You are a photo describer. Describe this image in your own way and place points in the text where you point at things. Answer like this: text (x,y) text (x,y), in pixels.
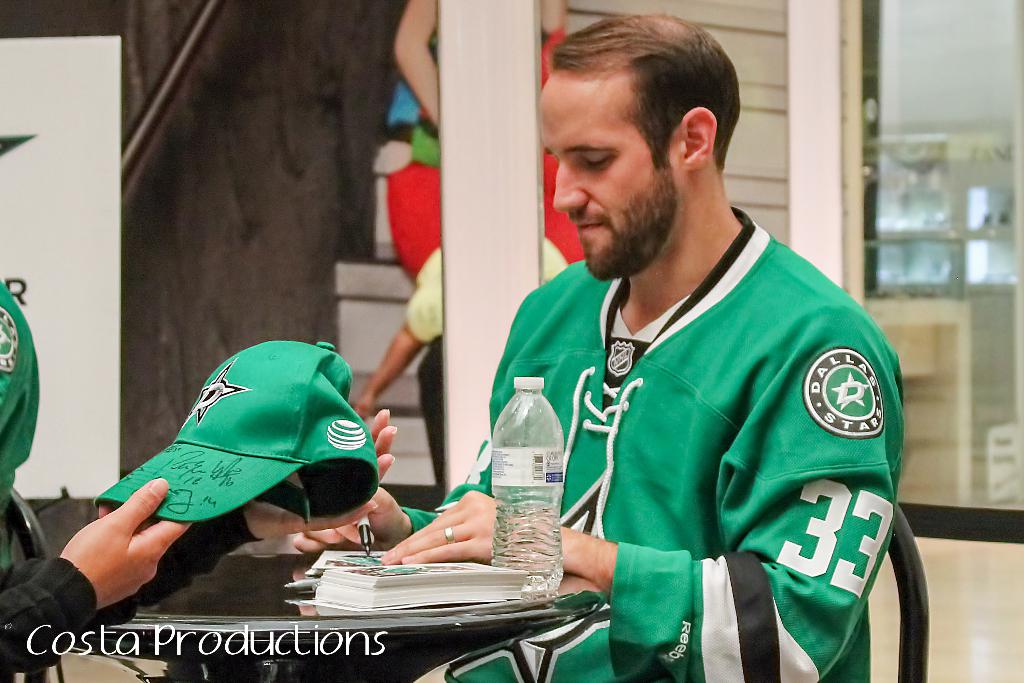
In this image at front (807,507) there are two persons (592,541) sitting on the chairs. In front of them there is a table (499,631). On top of the table (365,626) there are cards (436,578), water bottle (505,534). Behind them there are stairs (403,296). At the back side (940,114) there is a door (932,80).
